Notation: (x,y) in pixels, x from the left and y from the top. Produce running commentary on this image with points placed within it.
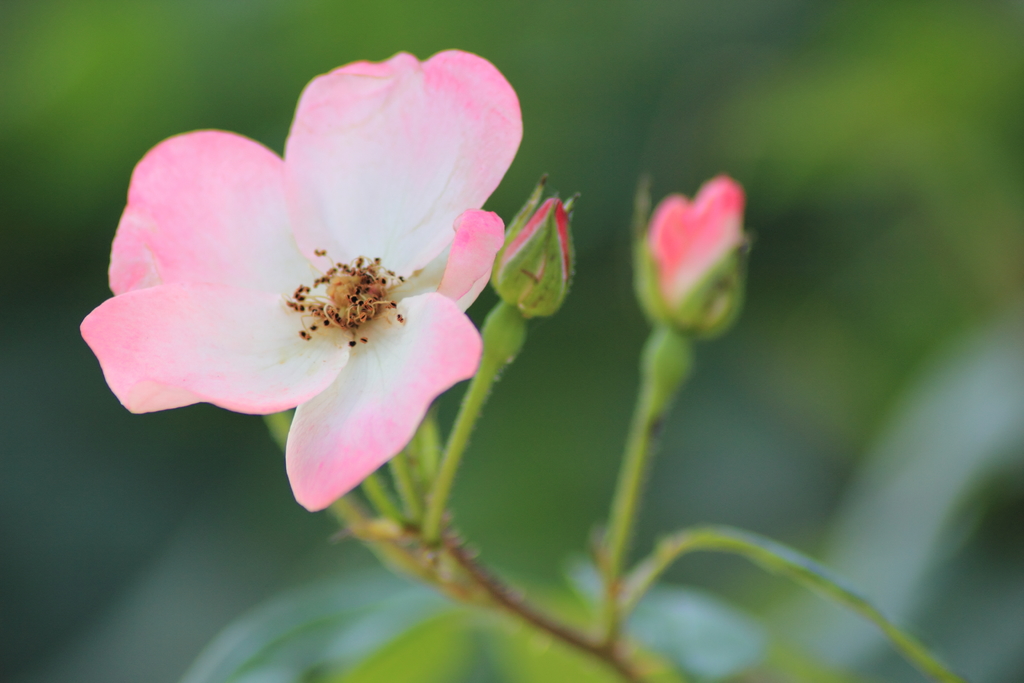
In this image, we can see rose flower (336,305) and buds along with stem (607,646).
